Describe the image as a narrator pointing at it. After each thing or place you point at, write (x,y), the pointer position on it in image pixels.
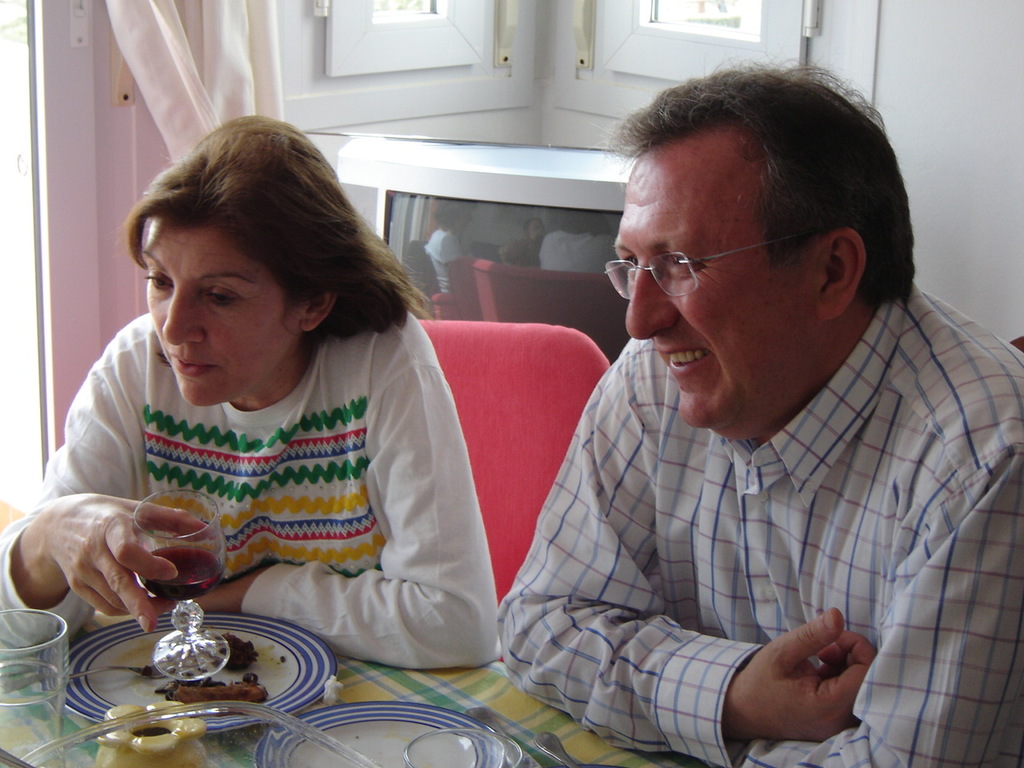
Two persons (787,488) a man (618,477) and a woman (424,520) wearing white dress (564,547) are sitting on chair (509,509). In front of them there is dining table (378,697). on the table (367,685) there are food (158,693), plate (135,699), glasses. The lady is holding a wine glass (199,553). The man (707,506) is smiling. He is wearing glasses (678,287). In the background (506,236) there is a television (527,250), wall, curtain (173,84).
